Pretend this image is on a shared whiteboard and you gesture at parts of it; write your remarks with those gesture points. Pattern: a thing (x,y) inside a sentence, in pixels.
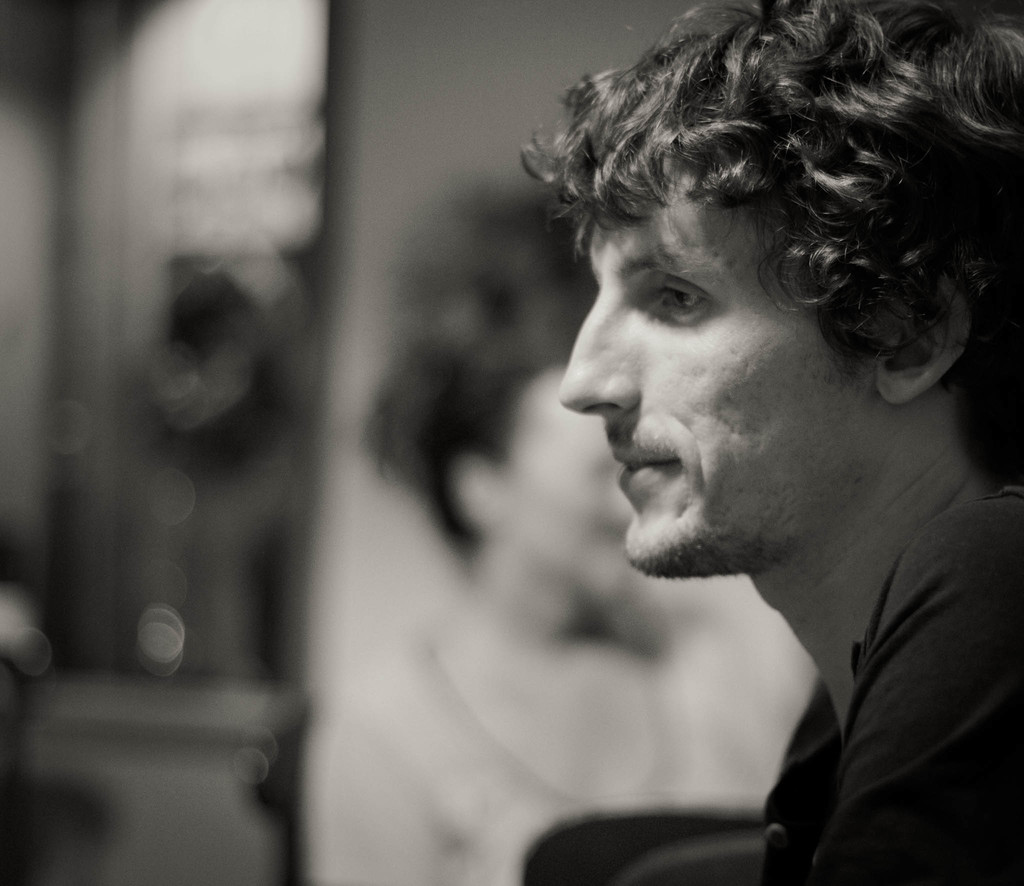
In this picture I can see a man (688,560) and looks like a woman (467,492) beside him.
